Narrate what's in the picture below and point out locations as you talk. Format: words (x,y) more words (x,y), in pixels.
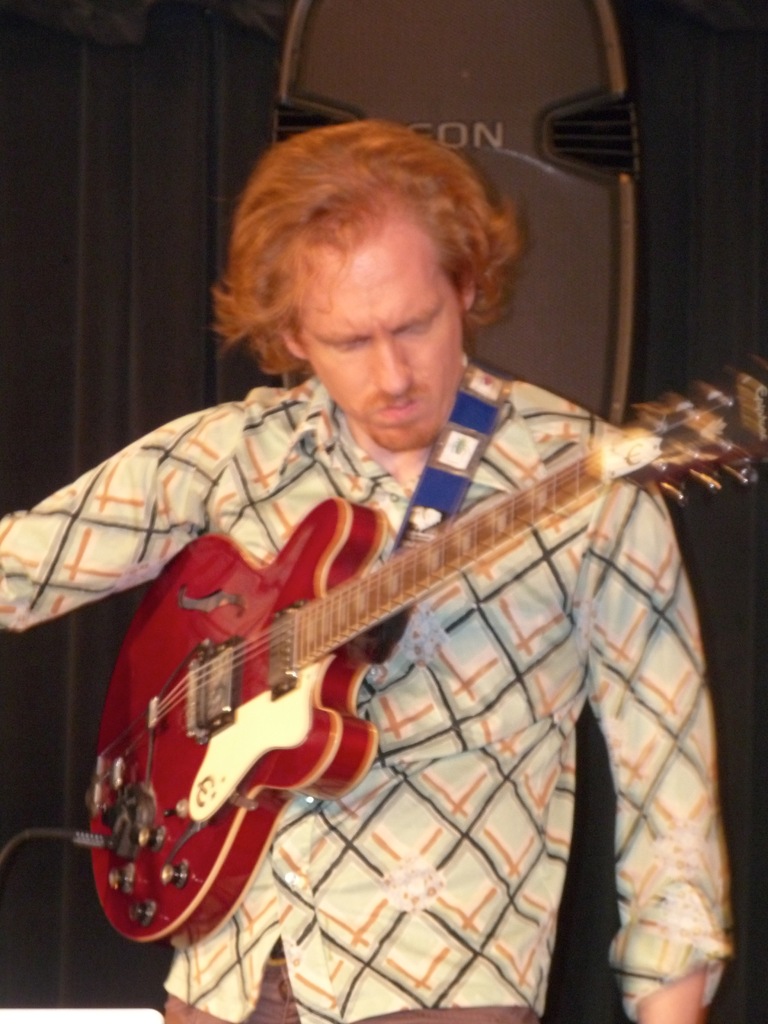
there is a man (509,667) standing holding a guitar (112,860).
